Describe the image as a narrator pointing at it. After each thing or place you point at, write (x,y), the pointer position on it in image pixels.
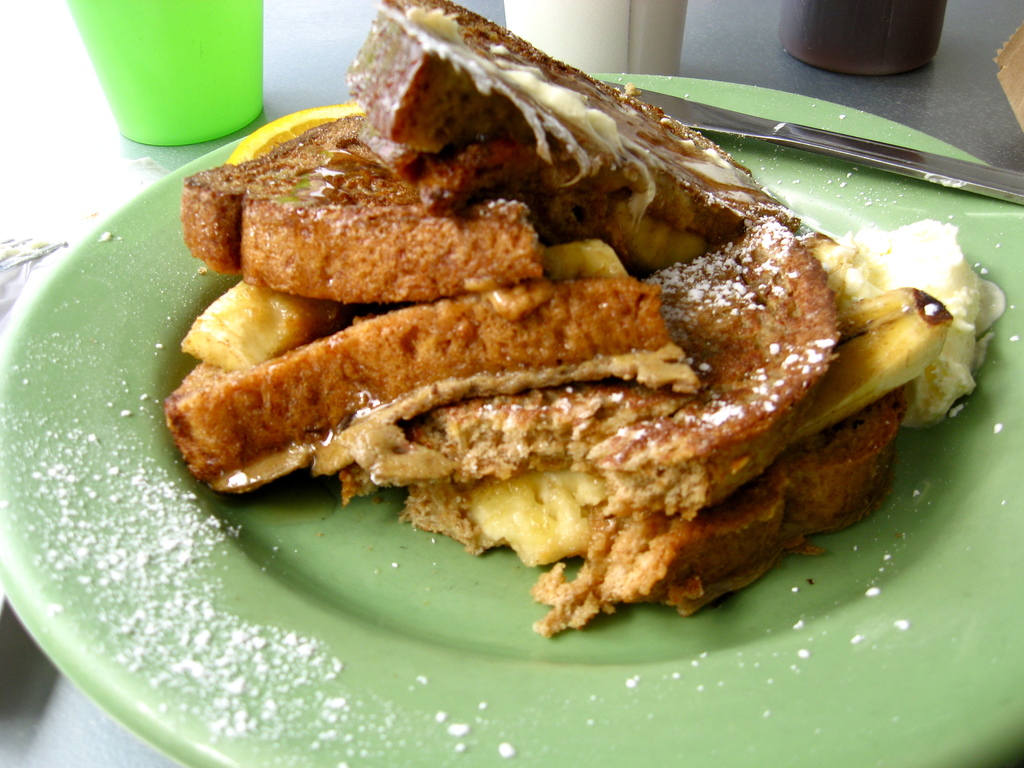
In this image I can see some food item (535,345) in the plate (297,720). I can see some objects (592,23) on the table (107,146).
